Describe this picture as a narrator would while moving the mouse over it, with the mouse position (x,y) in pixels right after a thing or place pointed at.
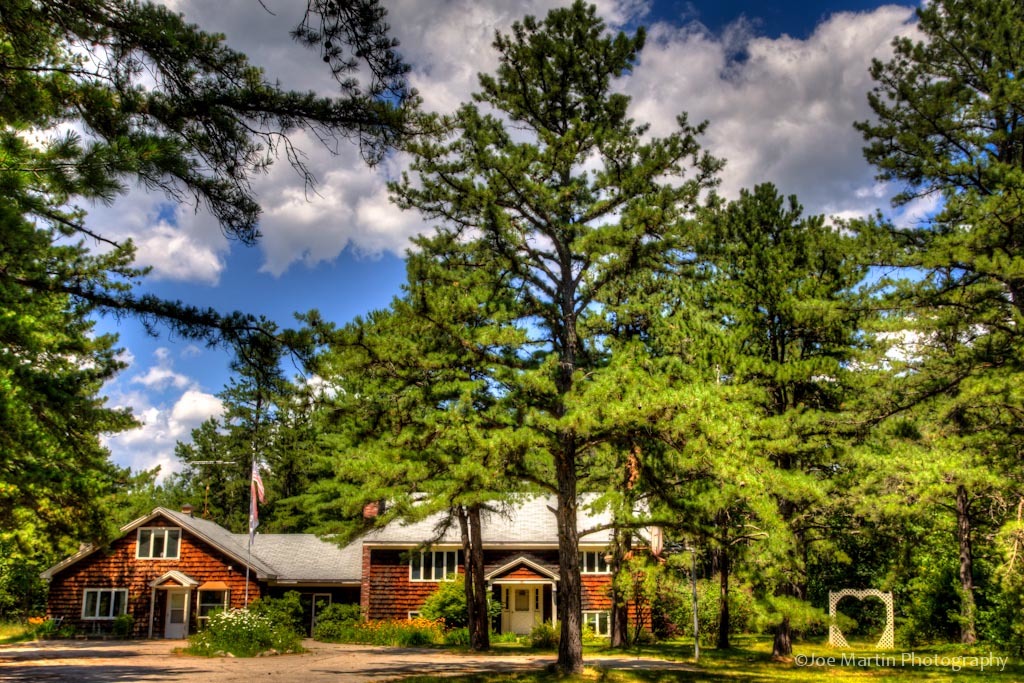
In the image there are houses (263,558) with roofs (177,574), walls (424,600), windows (439,564), poles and pillars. In front of the houses (502,572) there are plants (333,619) with flowers (384,624). And in the image there are many trees (625,381). At the top of the image (834,147) in the background (377,293) there is sky (824,160) with clouds (834,147). In the bottom right corner of the image (1000,658) there is a watermark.
